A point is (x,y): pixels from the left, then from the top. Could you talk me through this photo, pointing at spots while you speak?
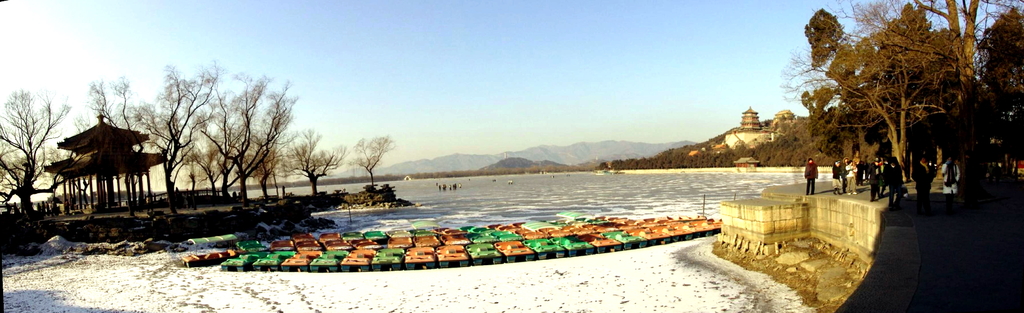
On the right side (993,263) there is a pavement (978,284) on that pavement (967,195) people (889,179) are standing and there are trees (903,125) and there is the sea (567,195) and there are few objects (478,258) near the sea (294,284), on the left side (8,188) there are trees (246,173) and a shelter (108,178), in the background (521,160) there are mountains (549,152) and the sky (392,94).
